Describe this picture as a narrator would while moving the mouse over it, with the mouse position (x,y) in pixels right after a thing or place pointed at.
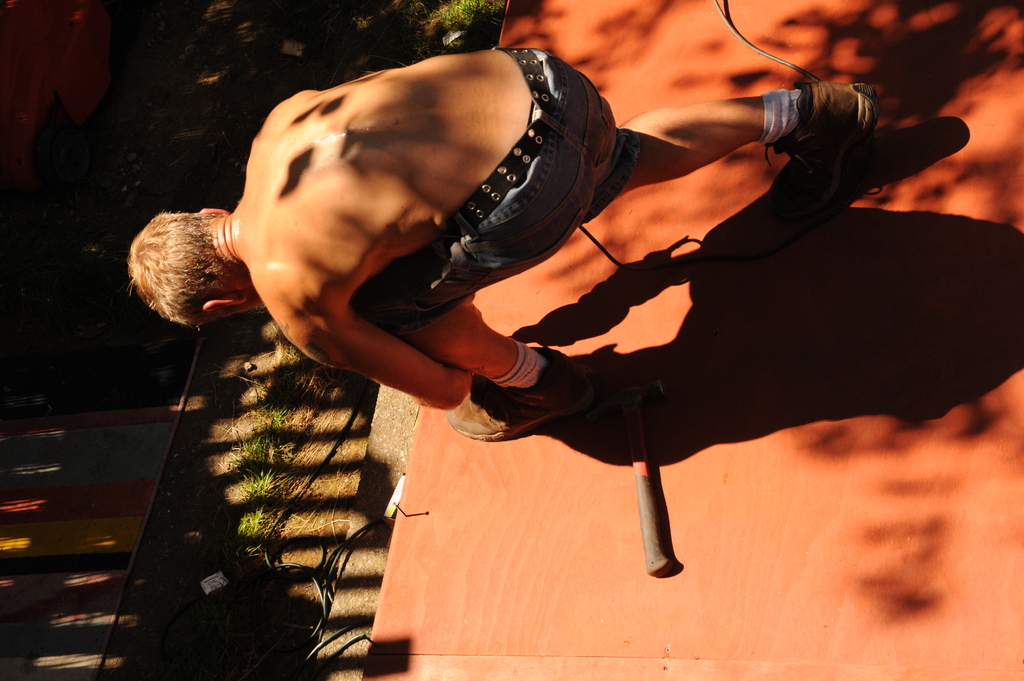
In the image there is a man (491,145) bending and tying the shoelace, behind the man (437,373) there is a hammer (641,398) and in front of the man (225,309) there is some grass (278,359) on the ground (21,334).
